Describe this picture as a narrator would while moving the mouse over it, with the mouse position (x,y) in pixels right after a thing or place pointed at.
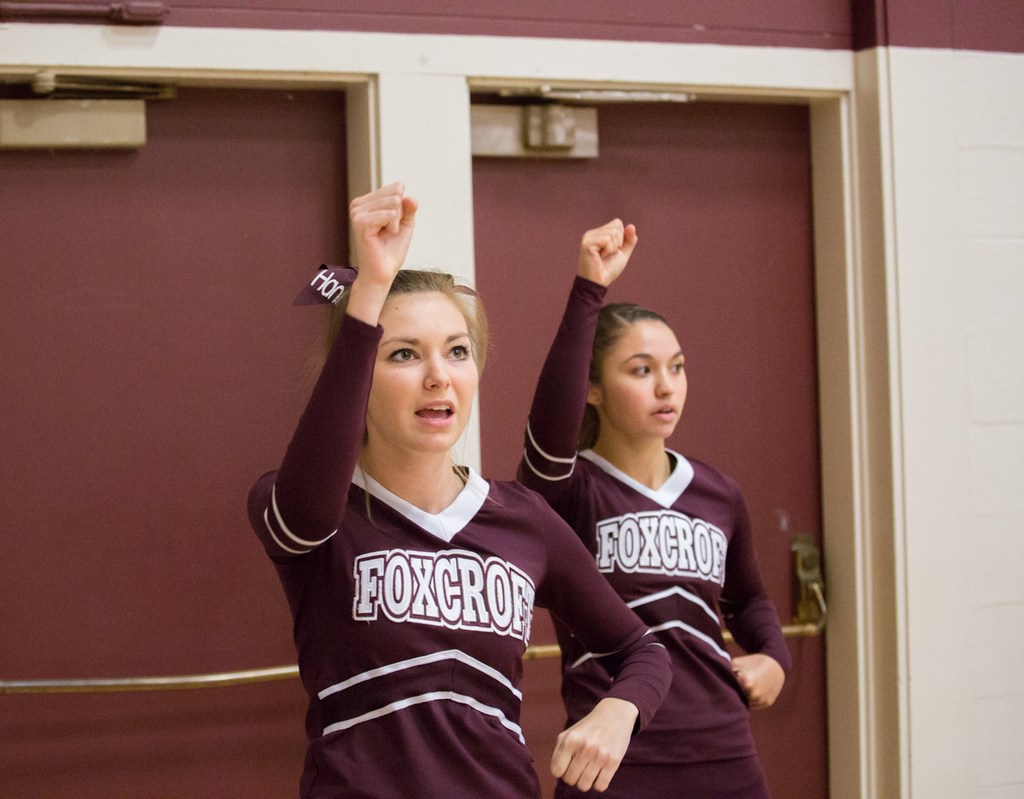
In this image, I can see two women (459,715) standing. I think they are dancing. These are the doors (605,205). I can see the wall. This looks like a door handle (823,620).
